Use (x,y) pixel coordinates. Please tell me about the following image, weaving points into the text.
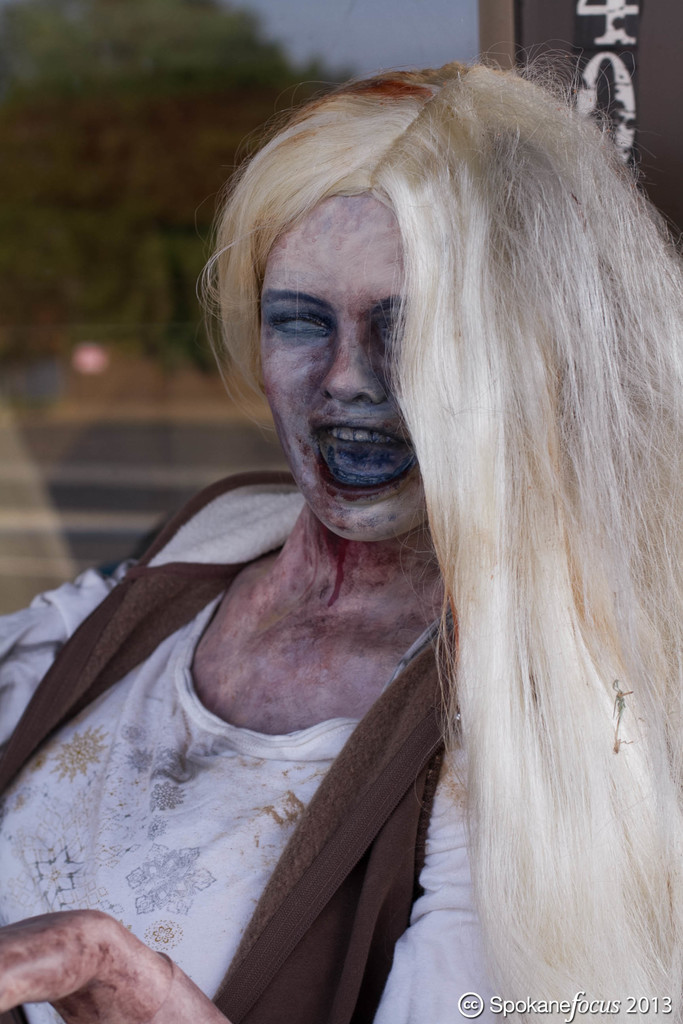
In this image there is a woman (335,655) in the center (362,583) and in the background (154,281) there is a tree (184,159).
